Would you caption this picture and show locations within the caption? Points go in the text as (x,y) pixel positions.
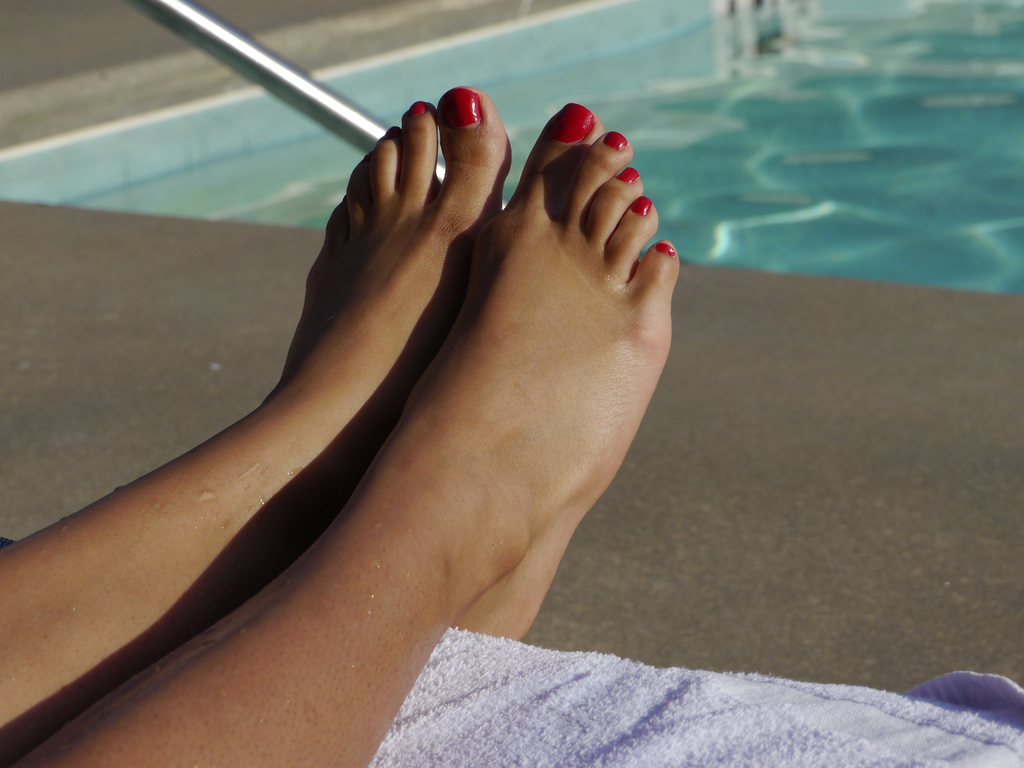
In this image a person's legs (462,419) are visible. Legs (407,679) are kept on the cloth (538,689). Behind there is a floor (730,522). Right side (739,178) there is a pool (816,150) having water (819,140). Left top there is a metal rod (287,82).
